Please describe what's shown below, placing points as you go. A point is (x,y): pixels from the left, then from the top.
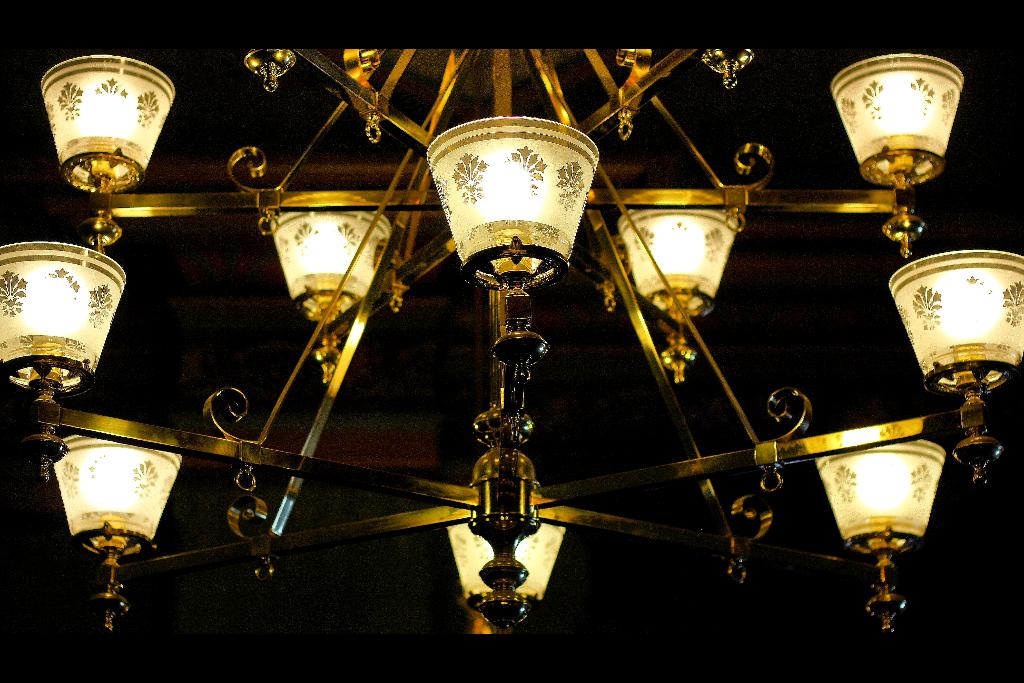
In this picture I can see chandelier light (93,109) and I can see dark background (26,127).
